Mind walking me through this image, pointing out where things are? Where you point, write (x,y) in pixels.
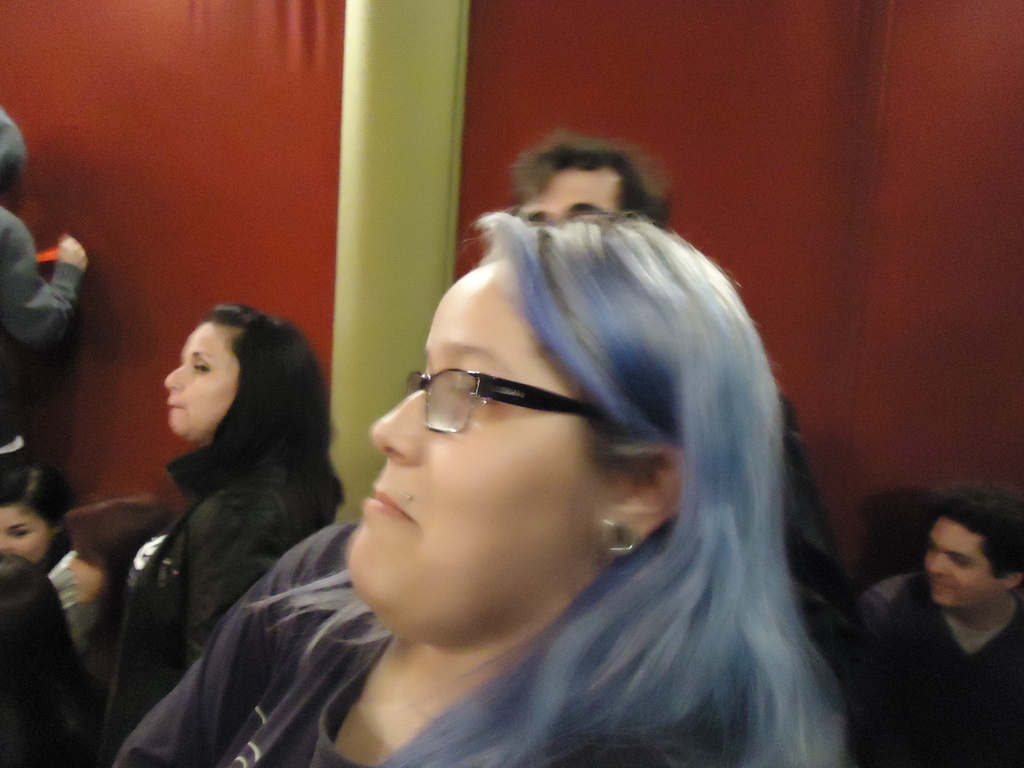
In this image I can see the group of people (198,481) with different color dresses (200,464). I can see one person (437,400) with the specs (495,380). In the background (237,228) I can see the red color cloth (473,123).
